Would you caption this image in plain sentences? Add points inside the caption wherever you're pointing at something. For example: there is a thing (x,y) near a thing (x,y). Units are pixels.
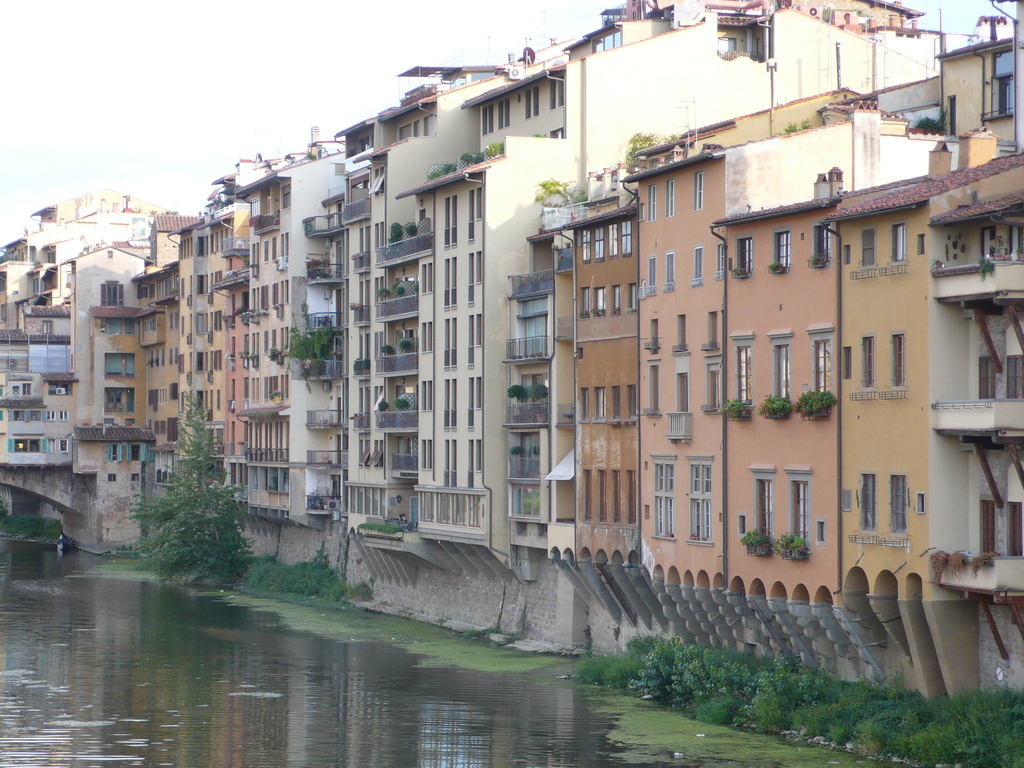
In this picture I can see the water (163,638) in front (277,622) and I can see few plants (169,491). In the background (454,223) I can see number of buildings (505,289).
